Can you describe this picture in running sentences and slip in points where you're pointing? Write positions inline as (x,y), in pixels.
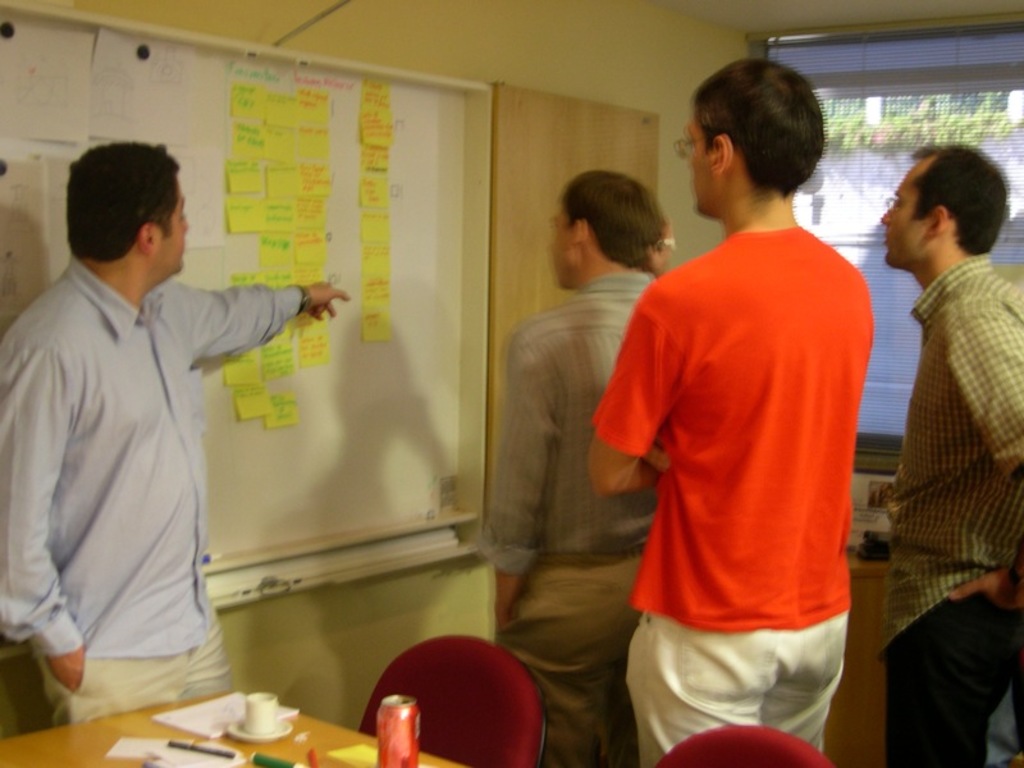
In this image we can see people (807,429) standing. At the bottom (356,740) there is a table (2,754) and we can see a tin (392,734), cup (257,721), saucer (244,729), papers (217,737), pens (264,764) placed on the table (149,732). There are chairs (803,752). In the background (854,151) there is a wall (11,679) and we can see blinds (876,127). In the center (348,375) there is a board (314,456) and there are sticky notes (299,354) placed on the board (414,196).
